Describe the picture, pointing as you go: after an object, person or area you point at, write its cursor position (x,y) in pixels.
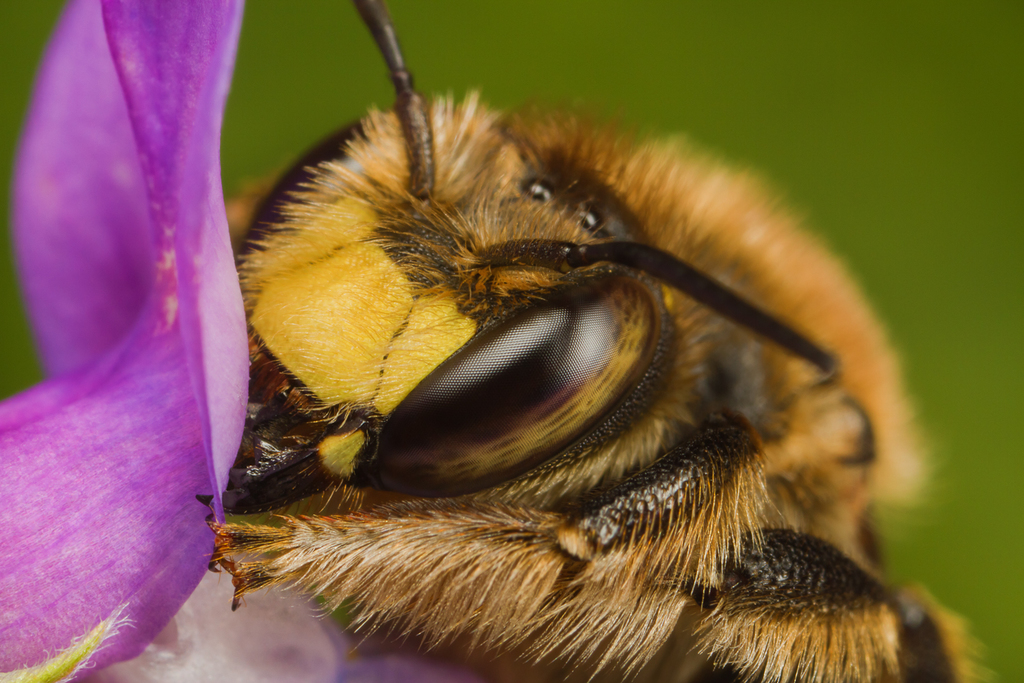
As we can see in the image there is a bee (840,623) and flower (118,253). The background (675,41) is blurred.
